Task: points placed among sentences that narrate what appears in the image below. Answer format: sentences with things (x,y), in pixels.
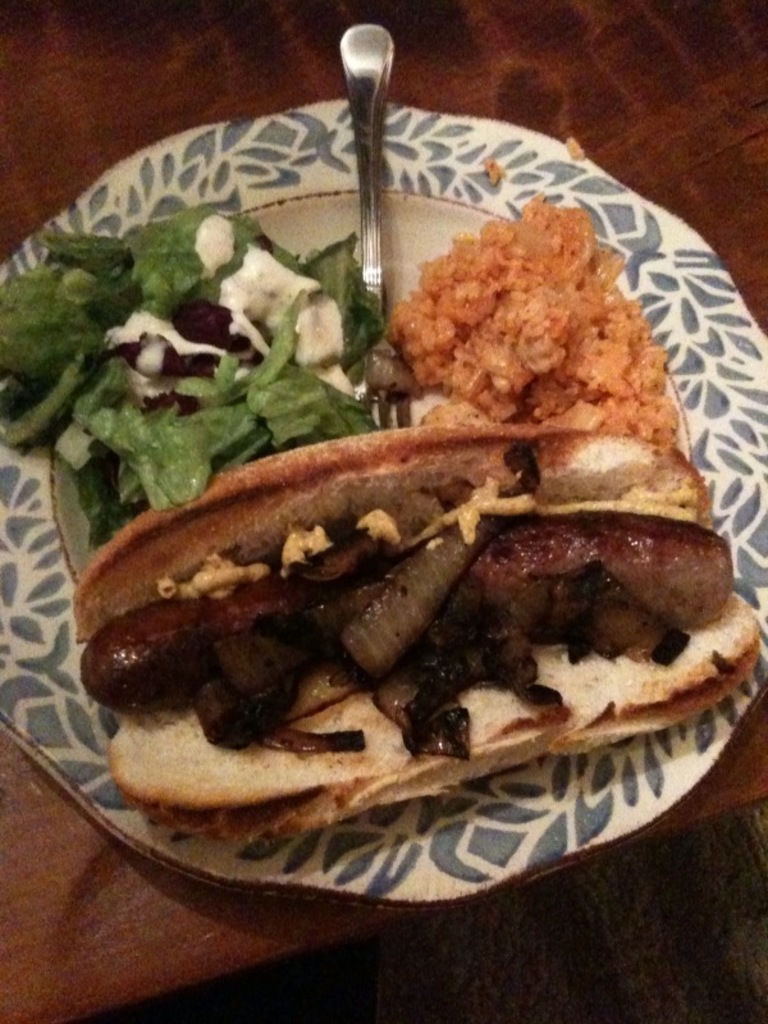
In the picture I can see food items (321,528) and a fork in a plate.
